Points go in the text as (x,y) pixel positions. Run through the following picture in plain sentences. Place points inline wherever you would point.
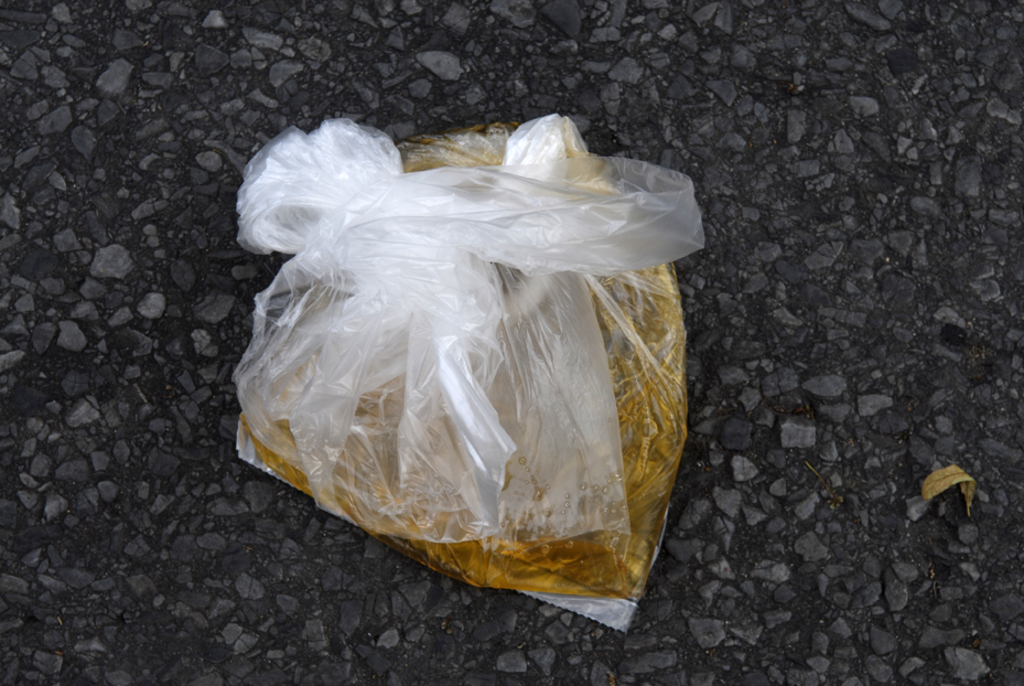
In this image we can see some golden color liquid (556,550) in a transparent polythene cover (575,250) is kept on the road (401,586) and one dry leaf (955,473) is there.
